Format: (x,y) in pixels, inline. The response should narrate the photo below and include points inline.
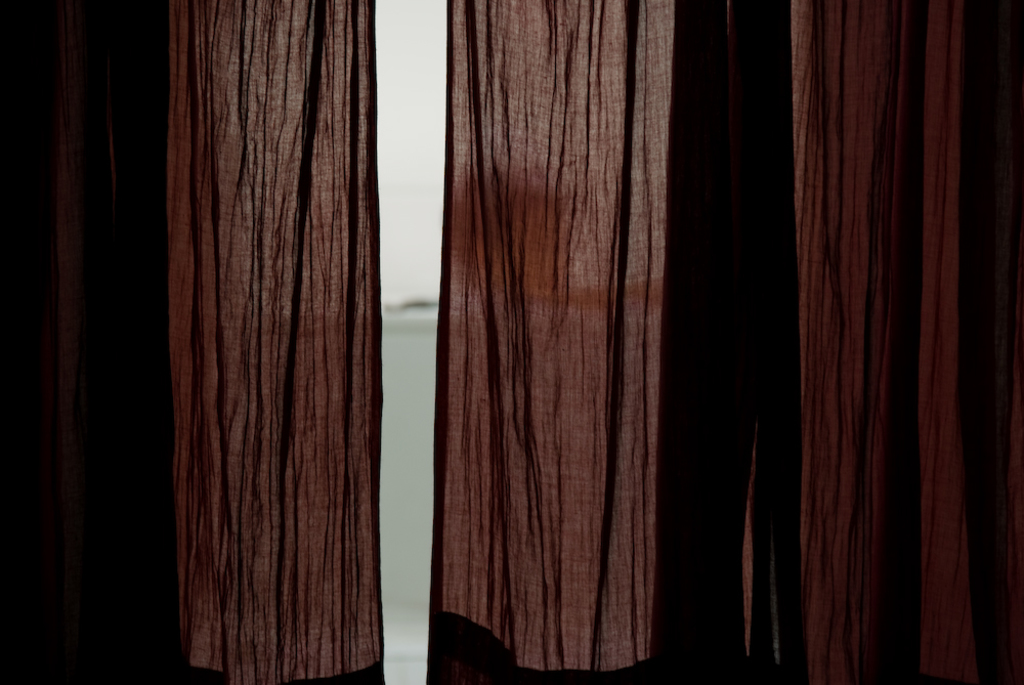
In this image we can see the curtains (583,426). Behind the curtains (286,434) we can see the water (403,426) and the sky (396,192).
